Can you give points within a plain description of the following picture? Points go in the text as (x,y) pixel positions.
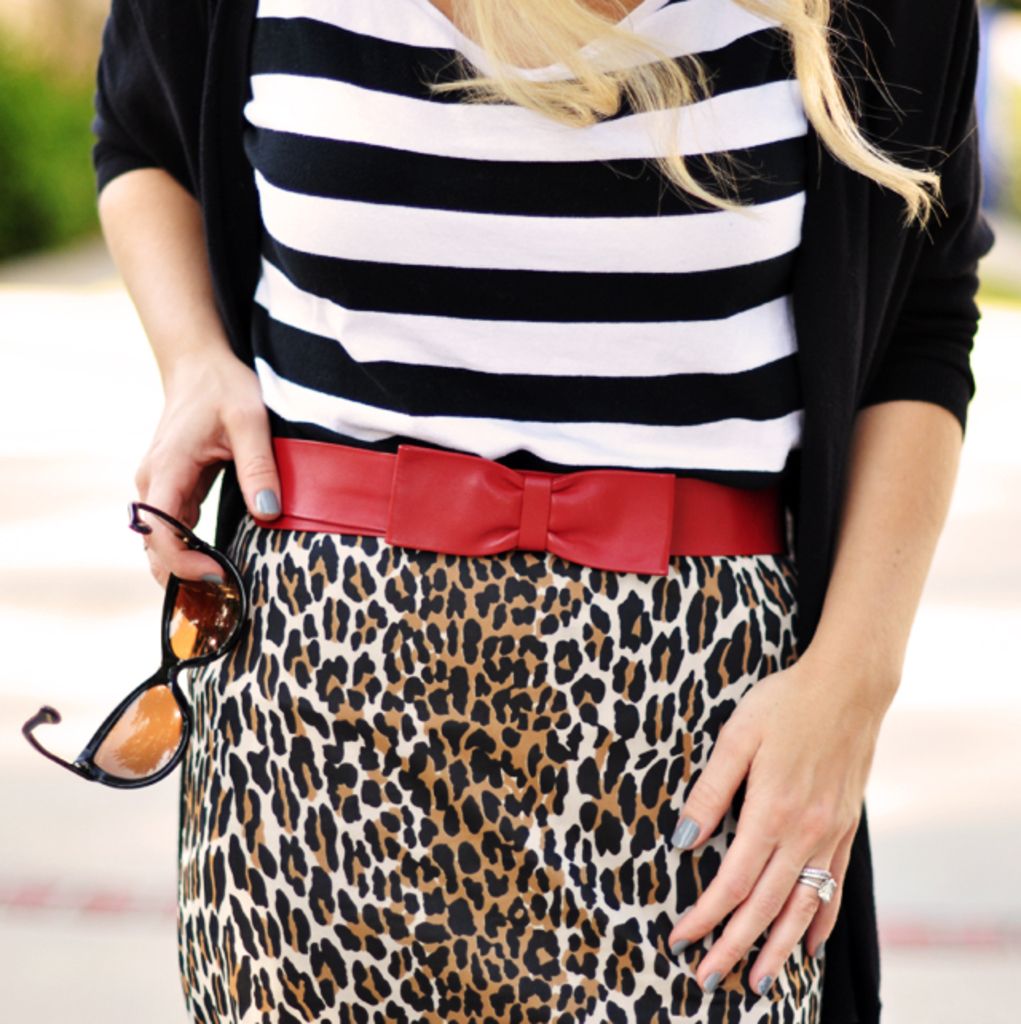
Here I can see a woman (382,476) holding goggles (175,615) in the hand (187,459) and standing. She is wearing a black color jacket (883,191). The background (41,204) is blurred.
